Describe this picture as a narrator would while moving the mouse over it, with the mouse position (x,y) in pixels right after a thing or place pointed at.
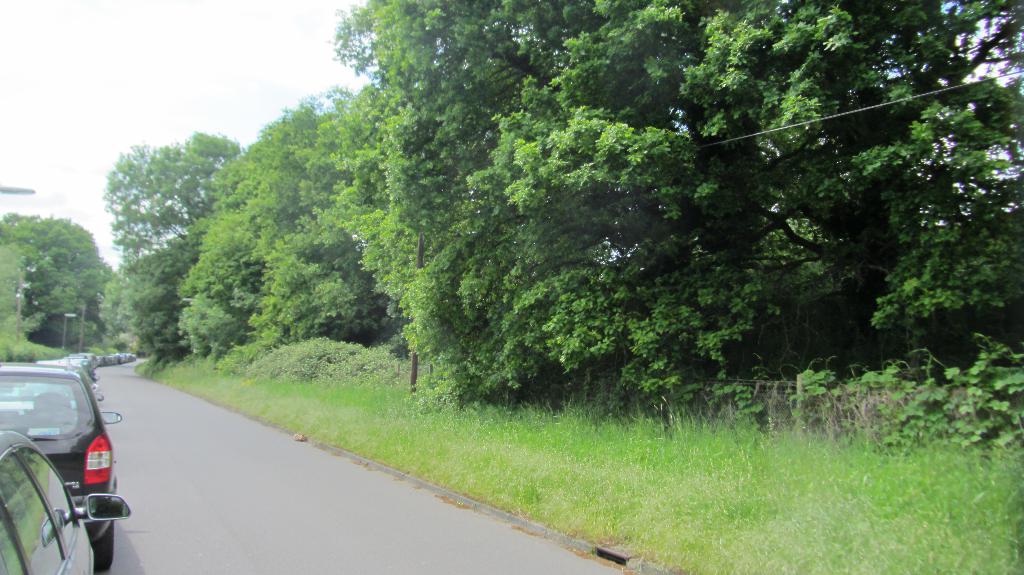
In the picture I can see few vehicles (72,400) on the road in the left corner (73,432) and there is greenery grass (649,432) and few trees (685,201) in the right corner (759,201).
